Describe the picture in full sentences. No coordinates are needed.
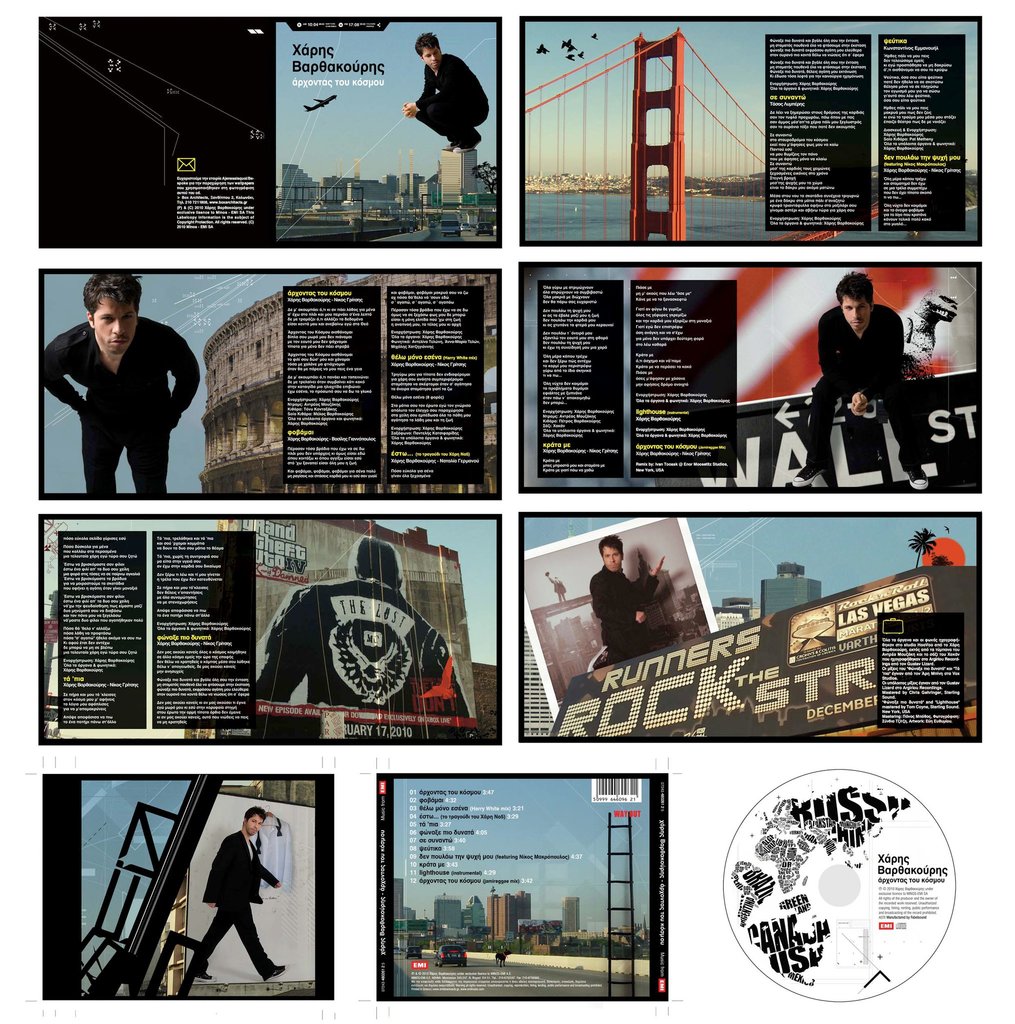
This picture is consists of a collage in the image.
